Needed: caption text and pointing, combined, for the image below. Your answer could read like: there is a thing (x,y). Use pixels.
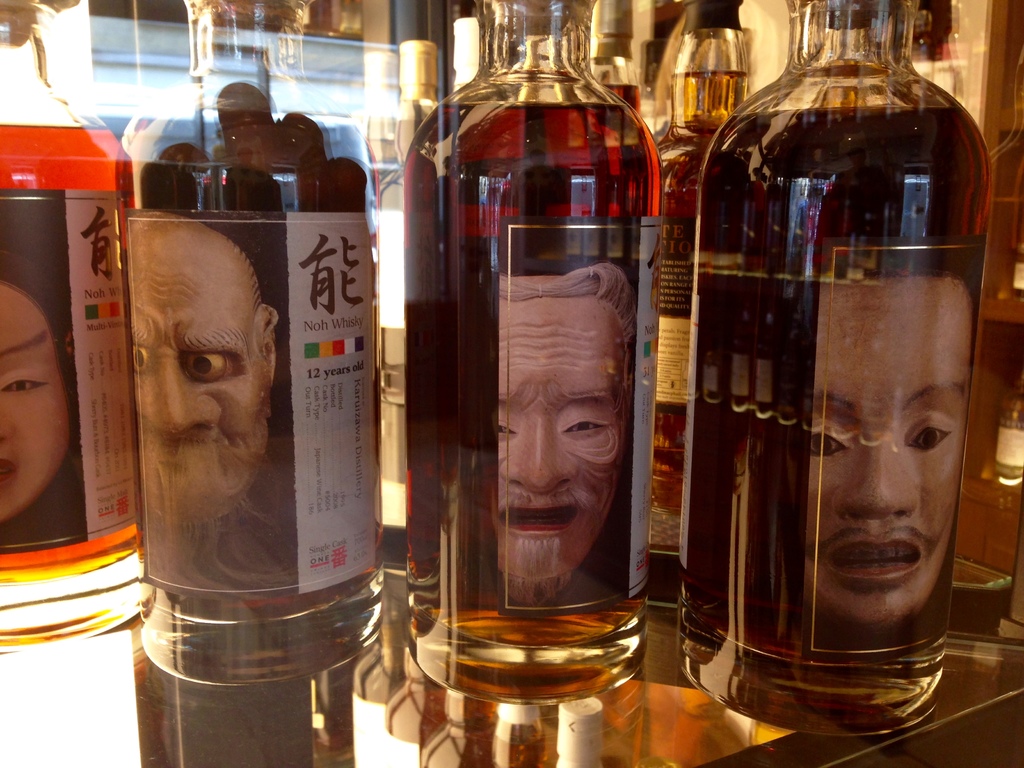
This image is taken inside a room (548,123). There is a glass table (518,743) on which there are few bottles (643,242) with whisky (744,233) and labeled face shape poster (592,416).
